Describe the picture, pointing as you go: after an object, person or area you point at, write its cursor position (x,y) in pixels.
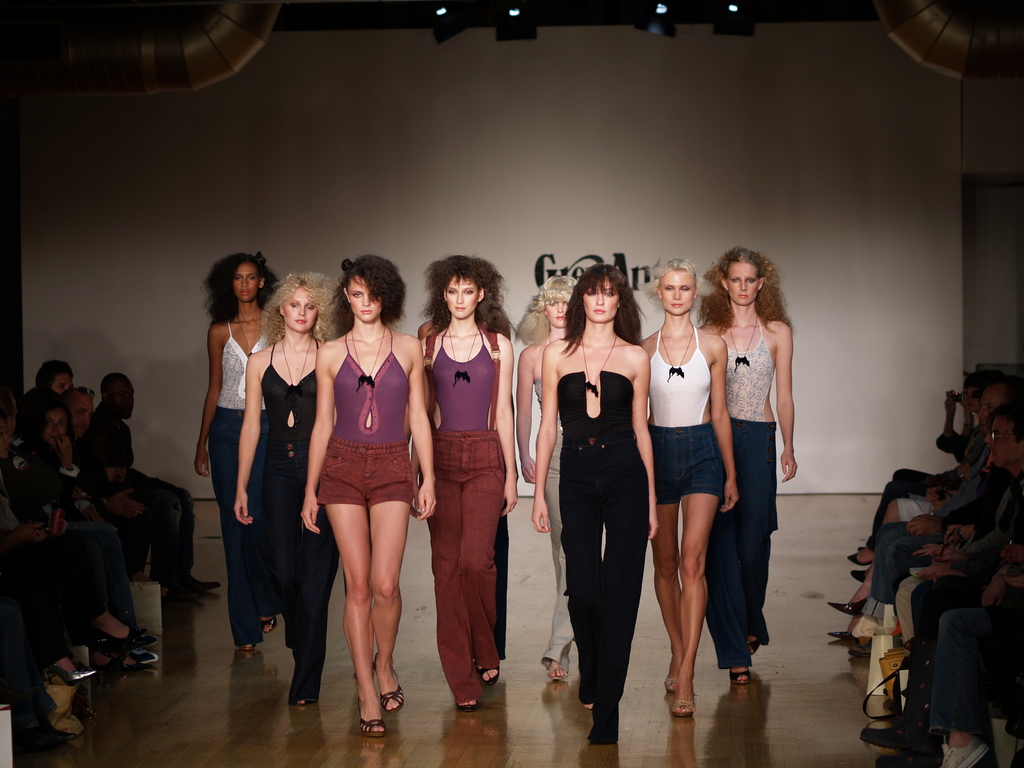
In this image we can see few people (440,412) walking on the floor (400,666), few (85,413) are people (108,628) sitting, there are few lights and a pipes (111,36) on the top (730,20) and there is a banner (624,178) in the background (622,102).
